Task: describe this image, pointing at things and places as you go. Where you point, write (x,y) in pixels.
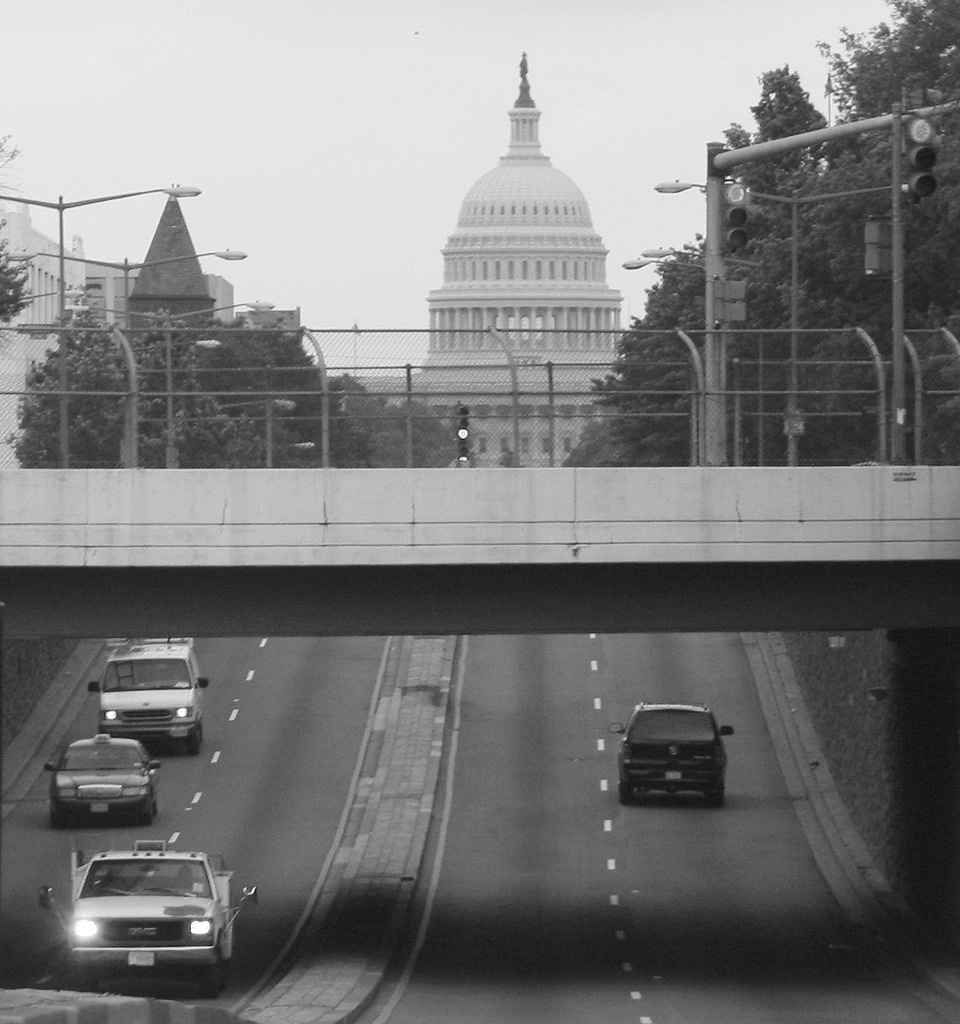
This is a picture of a city (252,667) where there are vehicles (106,723) on the roads (666,924), bridge (660,494), signal lights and lights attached to the poles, trees (910,405), buildings (571,368), sky (363,160).
